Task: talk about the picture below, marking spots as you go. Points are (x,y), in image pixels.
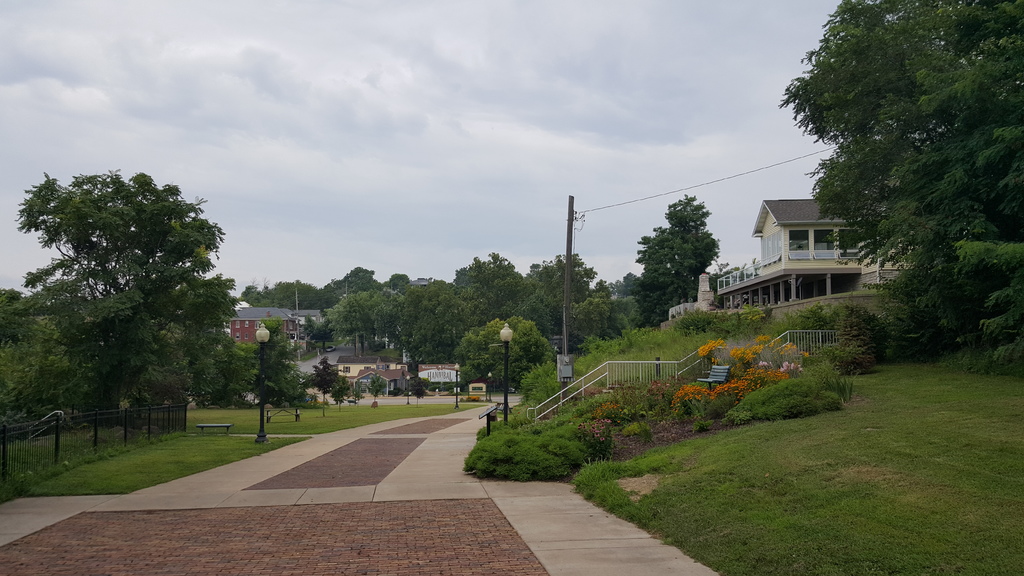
In this image we can see houses (771,209), plants (708,330), trees (475,292), light poles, there are flowers (601,414), handrails (690,359), fencing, also we can see the sky (404,126).
